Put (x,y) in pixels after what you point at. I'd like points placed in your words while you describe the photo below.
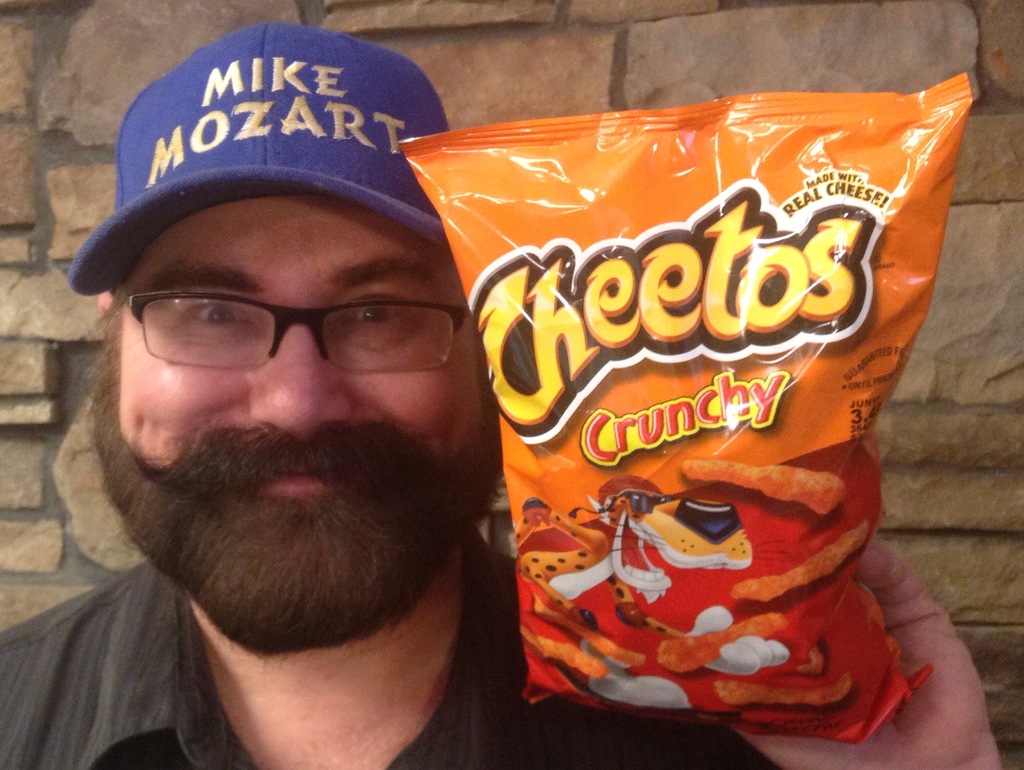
This picture seems to be clicked outside. In the foreground (389,545) there is a man (204,316) wearing black color dress (185,669), blue color cap (335,121), smiling, holding a food packet (613,184) and in the background (132,48) we can see the stone wall (880,82) and we can see the text (579,267) on the food packet (561,257) and on the cap (311,132).
